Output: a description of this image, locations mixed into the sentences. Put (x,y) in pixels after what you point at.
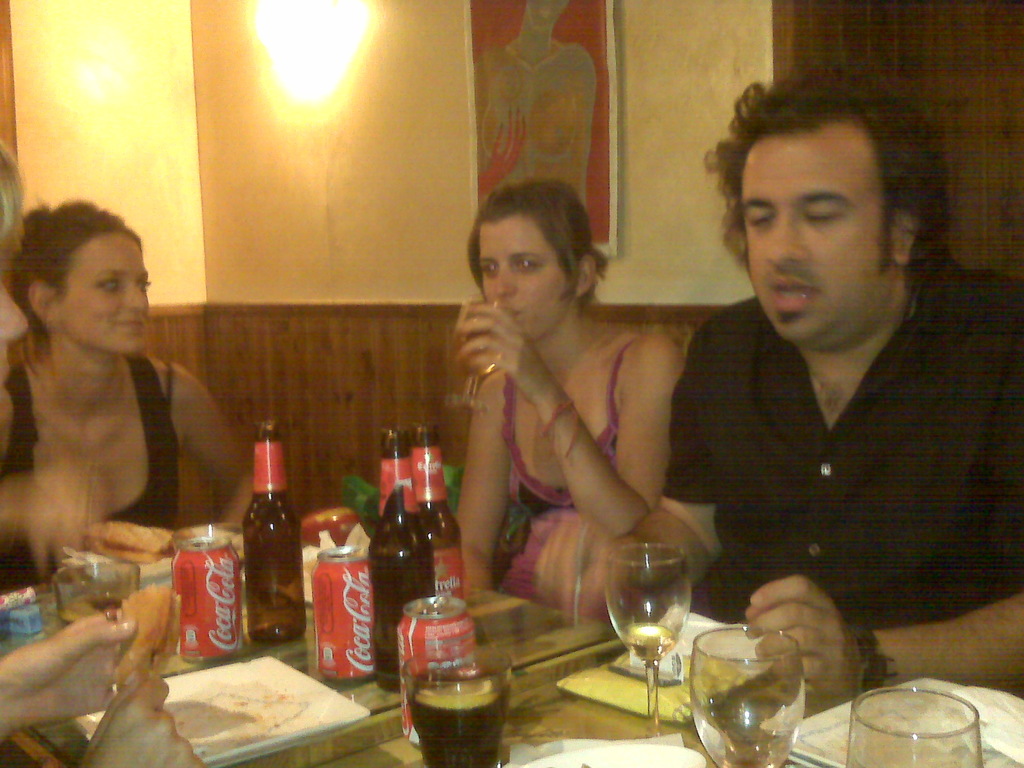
In this image I can see two women (496,460) and a man (812,464) wearing black colored dress (901,519) are sitting in front of the table (551,715) and on the table (536,710) I can see few bottles (437,540), few glasses (661,598), few tins (410,643) and few other objects (307,696). In the background (345,277) I can see the wall (355,253), a photo frame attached to the wall (654,119) and a light (309,69).
